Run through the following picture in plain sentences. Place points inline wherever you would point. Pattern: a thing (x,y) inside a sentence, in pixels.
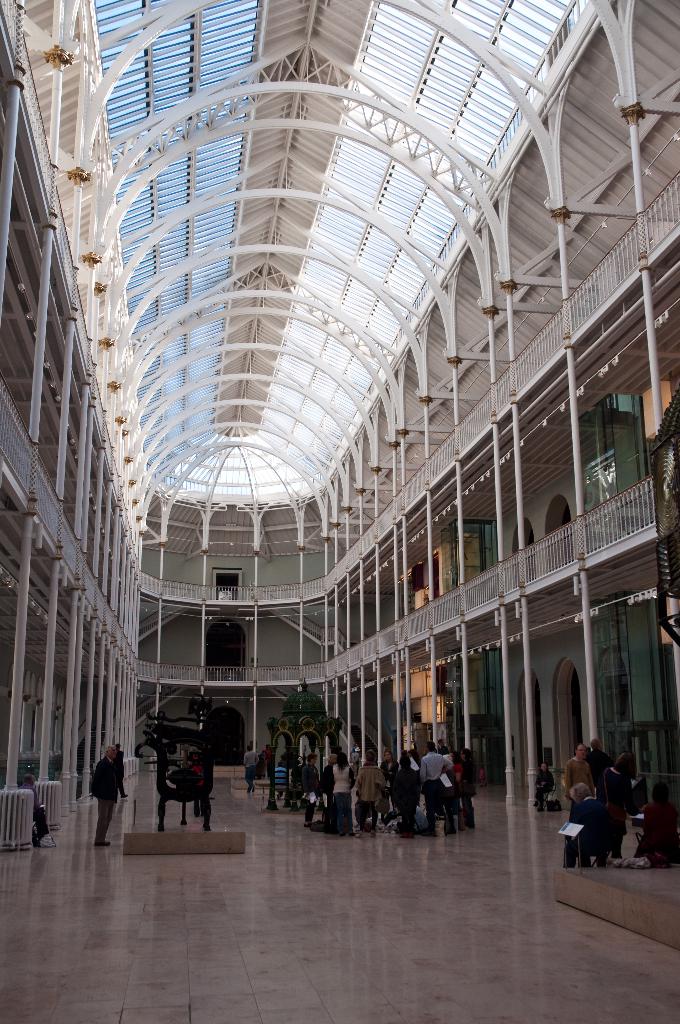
In this picture there are doors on the right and left side of the image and there is staircase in the center of the image (325,639), there are people (306,798) on the right (603,820) and left side of the image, there is a roof (99,199) at the top side of the image (164,191).
